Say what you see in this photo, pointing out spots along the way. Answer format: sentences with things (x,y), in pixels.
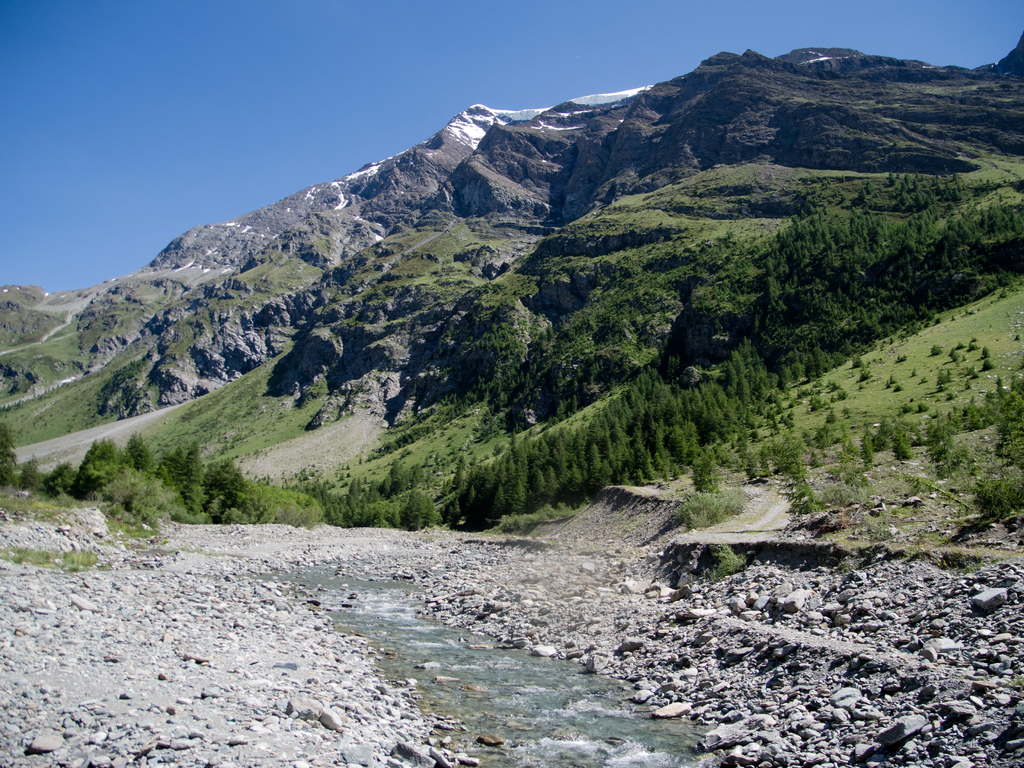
In this picture I can see stones (540,592) and the water (473,667) at the bottom (538,670), in the background (517,508) there are trees (152,482) and mountains (473,187) with the snow (333,185), at the top (311,74) I can see the sky (289,81).
